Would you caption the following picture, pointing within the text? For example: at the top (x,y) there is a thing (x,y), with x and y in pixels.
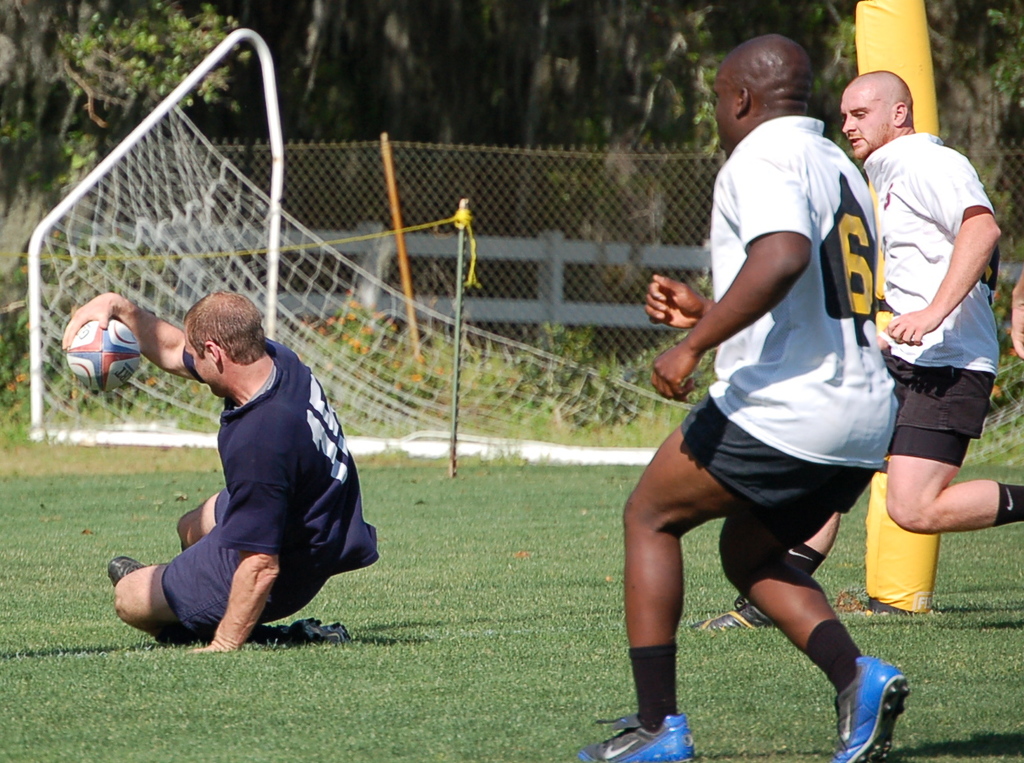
In this image on the right side (850,316) there are two persons (804,326) who are running. on the left side (244,489) there is one man (194,364) who sat down and he is holding a ball (116,346), on the background (161,46) there are trees (396,57) and in the middle (343,303) there is one fence (382,355) and in the bottom (105,694) there is grass (280,658).
